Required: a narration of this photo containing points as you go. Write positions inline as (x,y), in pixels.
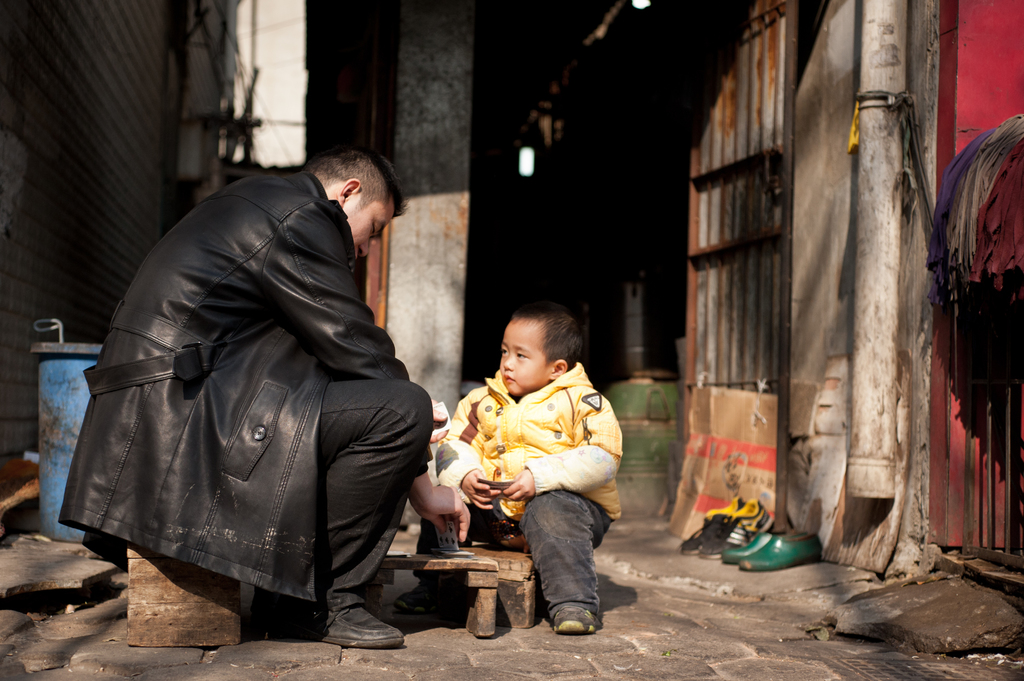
This image consists of two persons (314,479). On the left (232,486), we can see a man (253,377) wearing a black jacket (247,504). On the right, we can see a kid (577,461) wearing a yellow jacket (567,431). At the bottom (405,668), there is a road (607,670). In the background (793,108), we can see a gate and a pillar (427,151). On the right (890,304), it looks like a pipe (893,335). And we can see the clothes (993,260) on the grill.
